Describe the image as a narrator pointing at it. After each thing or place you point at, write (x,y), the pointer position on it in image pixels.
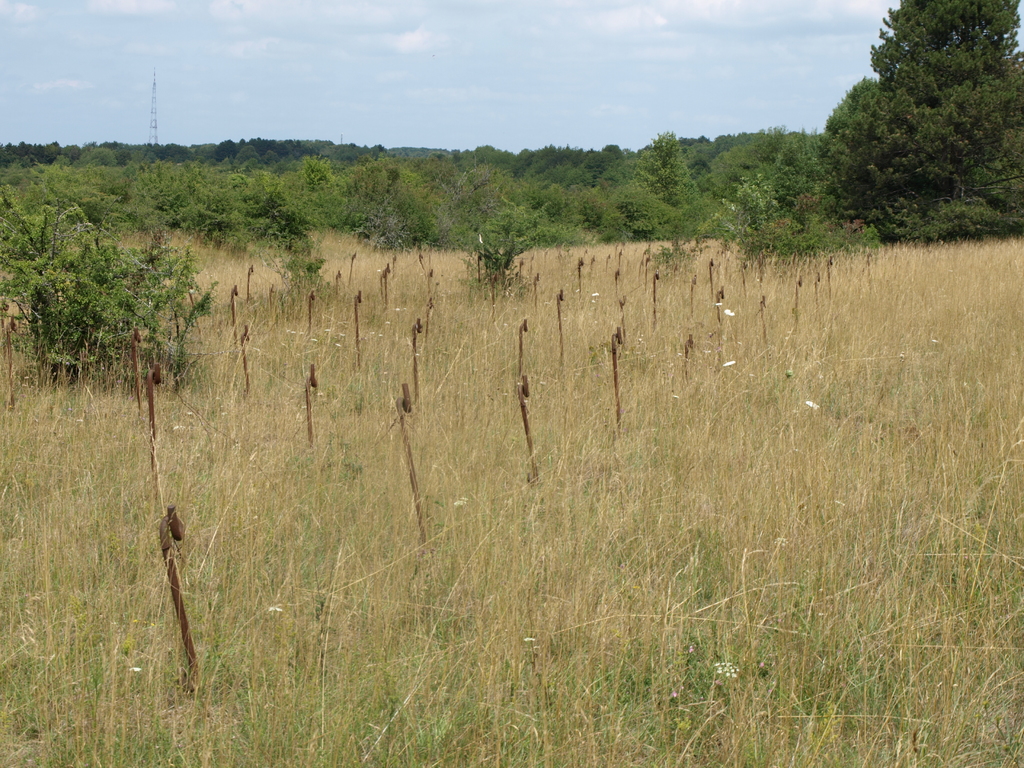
In this picture I can see grass (422,602), plants (430,550), trees (319,171) and some other objects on the ground (373,446). In the background (373,69) I can see the sky (382,66).
